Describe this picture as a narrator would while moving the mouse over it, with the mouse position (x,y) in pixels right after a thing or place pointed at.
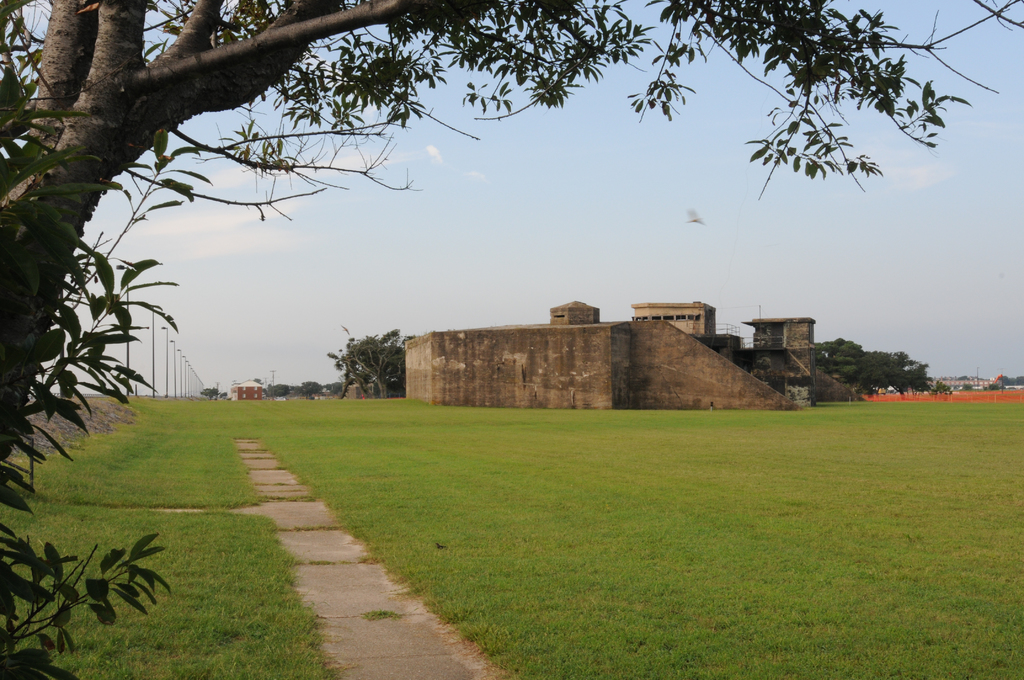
In this image there is grass (420,551) on the ground (435,516). There is a fort (610,365) on the ground (765,455). Behind the fort (667,319) there are buildings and trees (361,368). To the left (118,144) there is a tree (118,144). Behind the tree (112,357) there are street light poles (186,360). At the top (569,222) there is the sky (484,234). In the center of the image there is a bird (689,214) flying in the sky (661,227).
